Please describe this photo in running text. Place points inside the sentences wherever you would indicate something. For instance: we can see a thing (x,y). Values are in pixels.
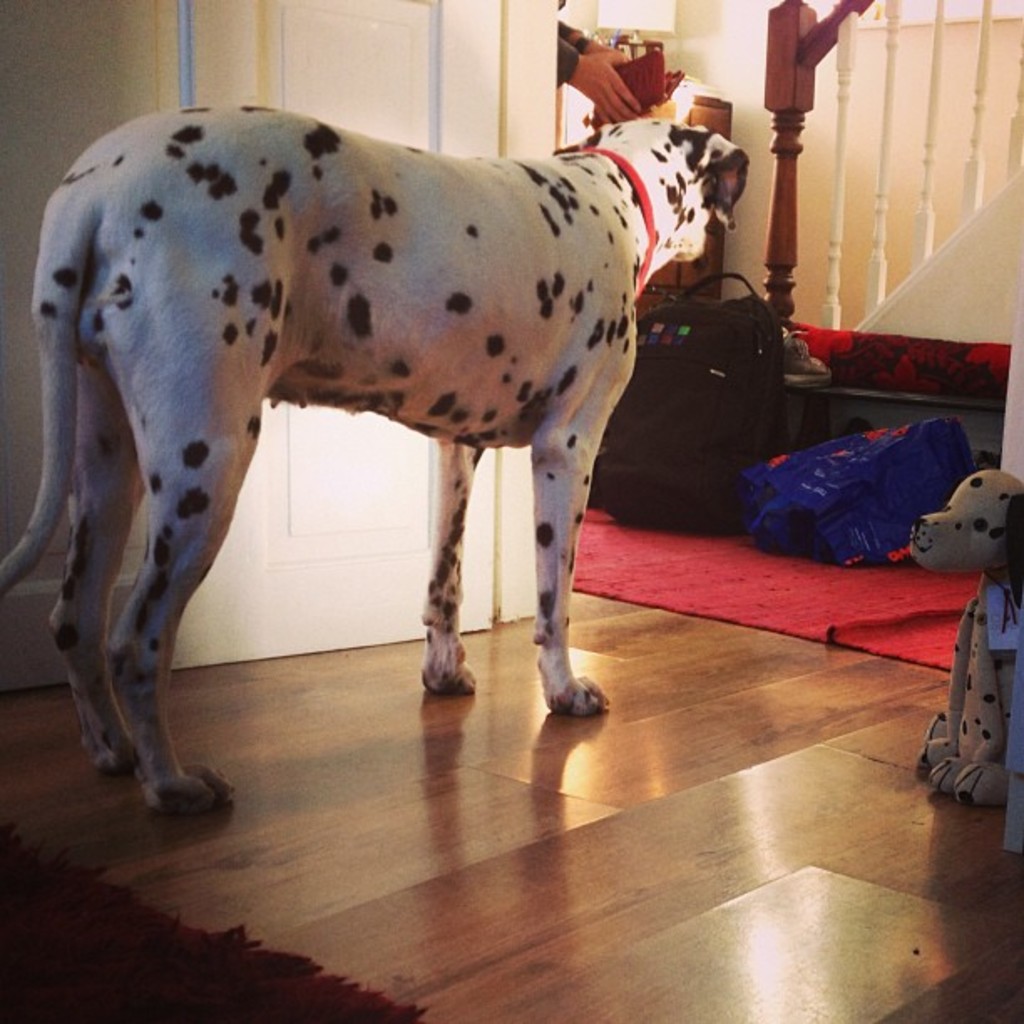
There is a dog (453,257) in the center of the image (430,382) and there is a door (400,121) behind it. There is a toy (963,619) on the right side (973,743), there is a rug (171,958) in the bottom left side (155,944) and there are bags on the floor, a lamp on a desk (713,119), railing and a person (568,48) in the background area (768,215).
